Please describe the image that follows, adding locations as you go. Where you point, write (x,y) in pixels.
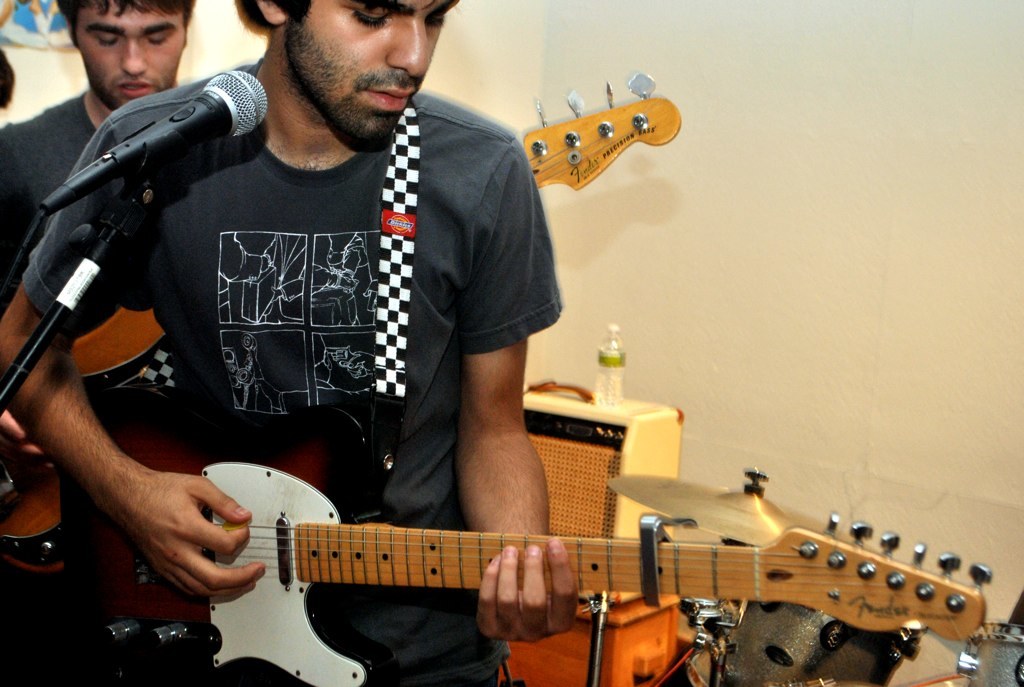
There are two people (279,401). They both are standing and playing musical instruments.
